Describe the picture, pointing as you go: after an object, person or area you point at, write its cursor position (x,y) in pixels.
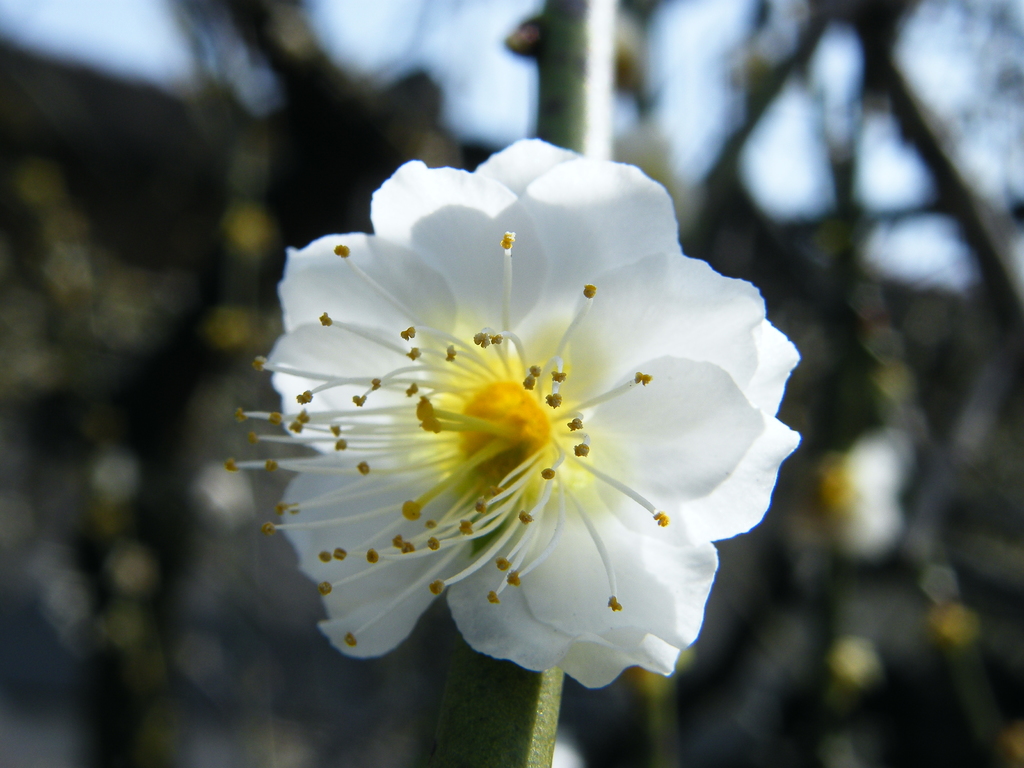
In the middle of the image (518,400) we can see a white color flower (494,419) and we can find blurry background (924,408).
